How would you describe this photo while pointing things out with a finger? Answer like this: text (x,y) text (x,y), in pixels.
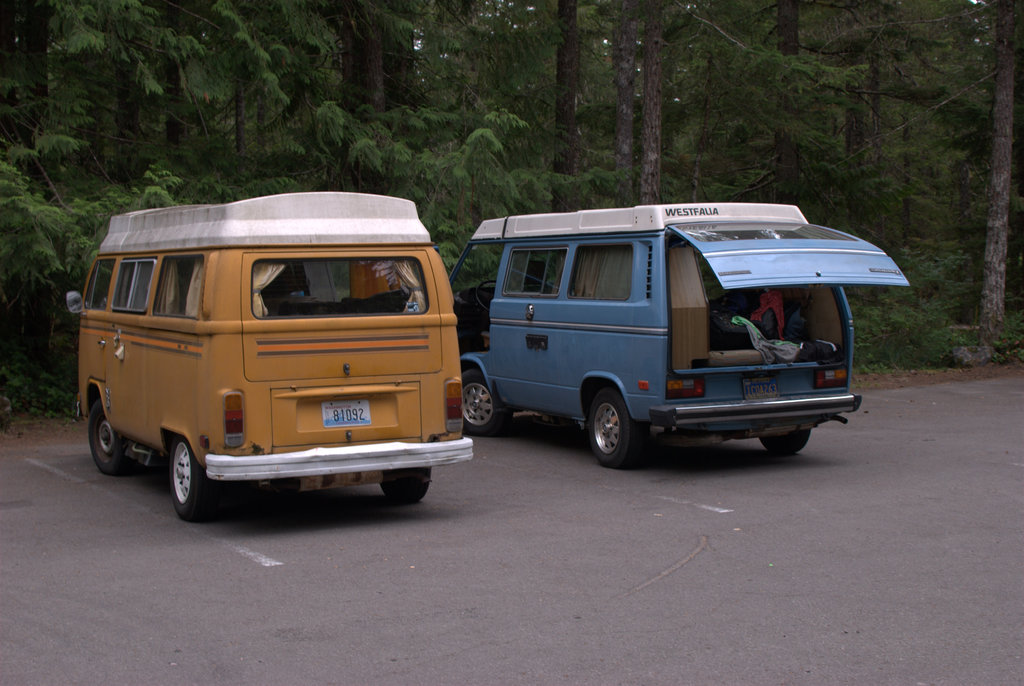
In the picture there are two vehicles (496,316) parked in front of a forest (691,87) on the road (447,515) and the backdoor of one of the vehicle (630,308) is open and inside that vehicle (614,304) different items (738,318) were kept.
